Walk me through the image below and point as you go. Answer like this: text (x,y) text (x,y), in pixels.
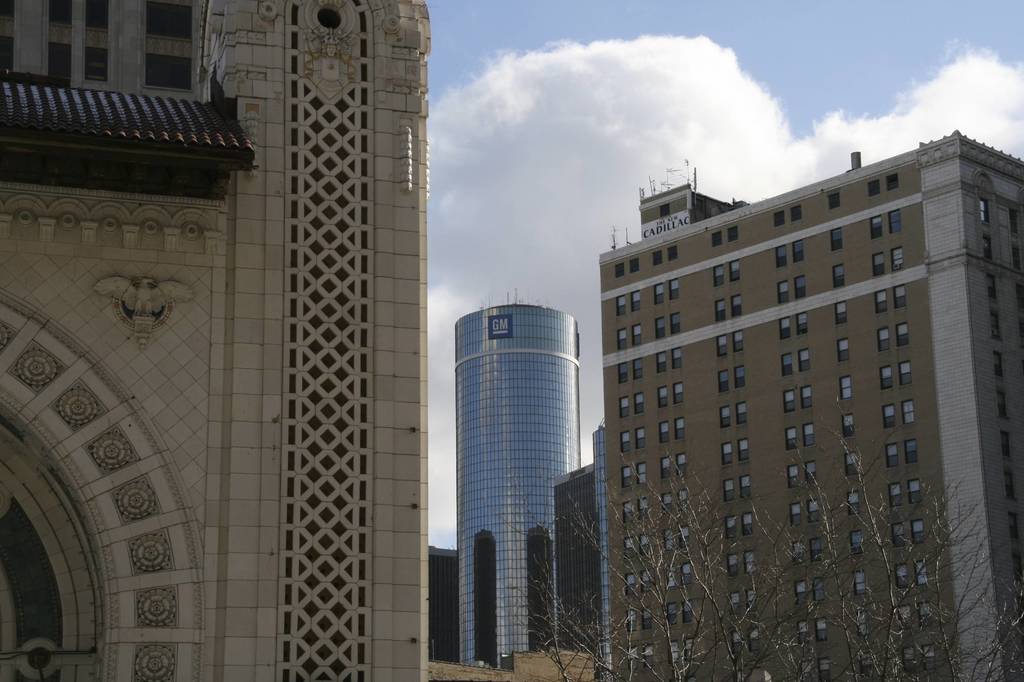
In this image there are buildings (653,335), in the background (596,311) there is the sky (894,126), on the bottom right (684,670) there is a tree (743,615).
